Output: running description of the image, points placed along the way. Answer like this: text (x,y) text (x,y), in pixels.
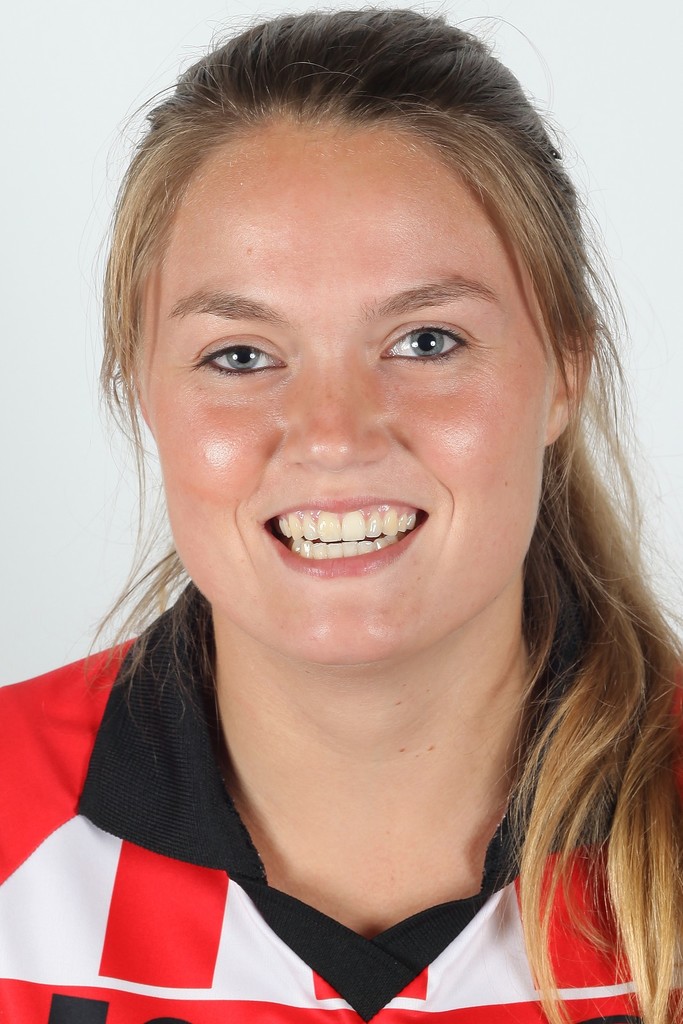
In this picture we can see a woman (219,294) smiling and in the background (298,6) it is white color.
